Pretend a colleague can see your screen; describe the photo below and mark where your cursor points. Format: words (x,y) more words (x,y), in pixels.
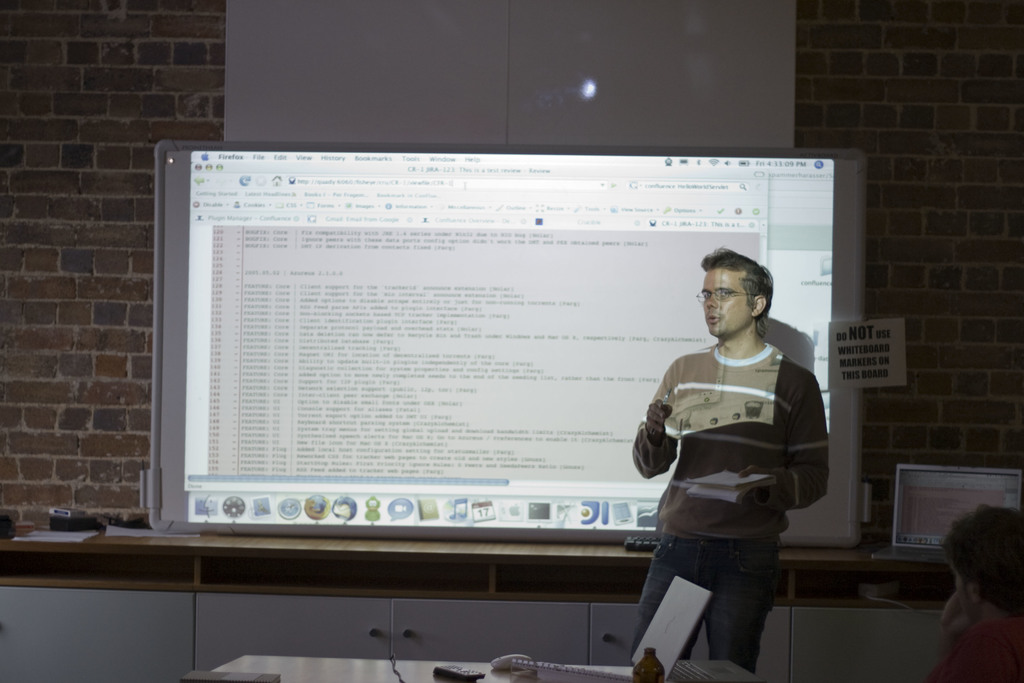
This picture is clicked inside. In the foreground (337,668) there is a table (383,665) on the top of which some items (668,637) are placed and we can see a person (991,579). In the center (678,371) there is a man (742,391) wearing t-shirt (752,435), holding a book (751,483) standing on the ground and seems to be talking. In the background (937,479) we can see there are some objects (938,498) placed on the table (165,539) and we can see a projector screen (406,238) on which we can see the text (500,337) and we can see the brick wall (39,425).
